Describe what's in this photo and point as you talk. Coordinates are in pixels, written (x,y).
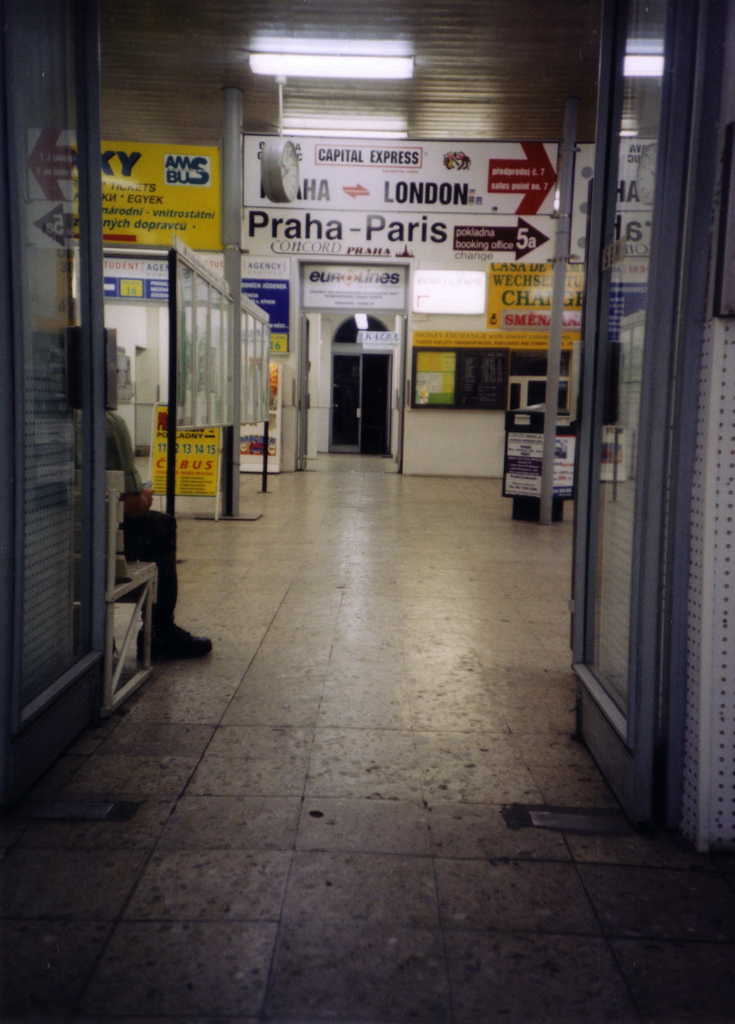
In this picture I can see inner view of a room (397,436) and I can see few boards (318,303) with some text (313,191) and looks like a human (159,621) seated and I can see few lights (281,56) on the ceiling (445,97) and I can see couple of glass doors (338,425).
